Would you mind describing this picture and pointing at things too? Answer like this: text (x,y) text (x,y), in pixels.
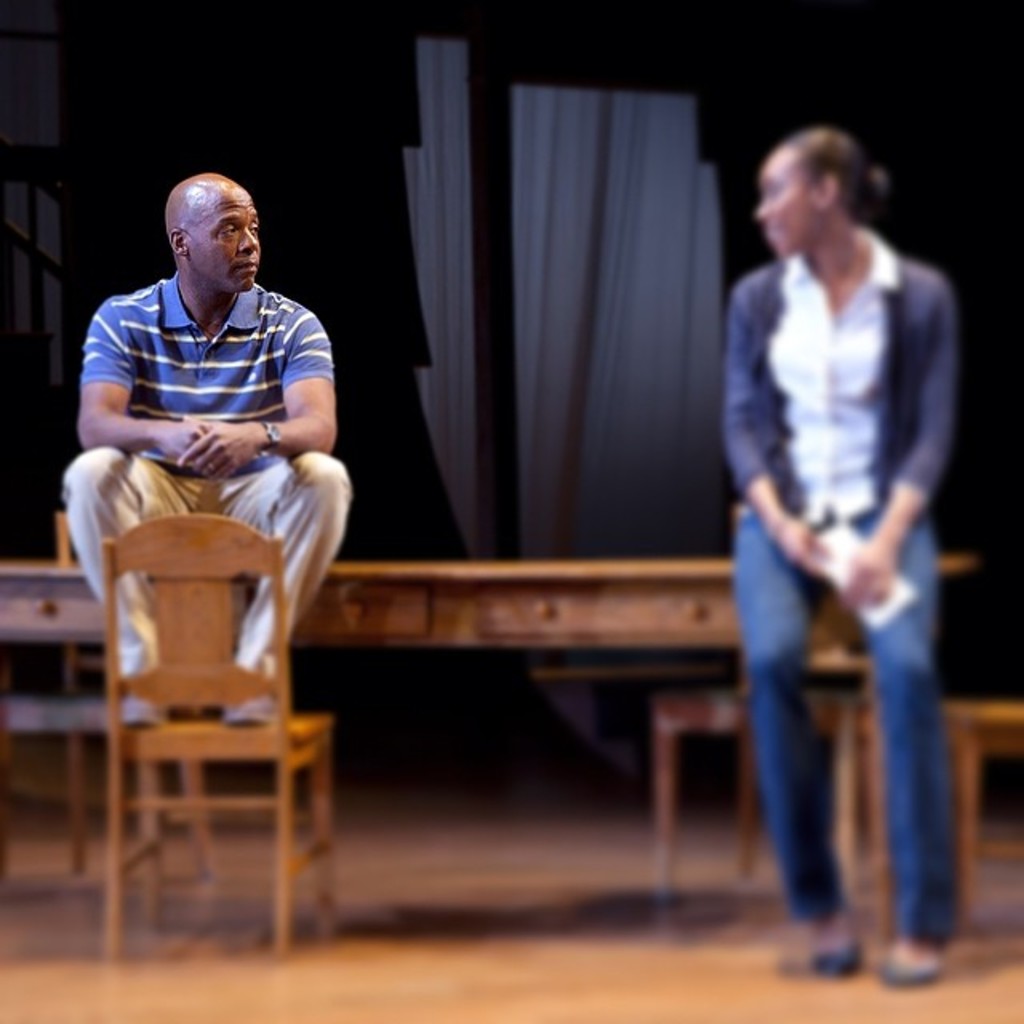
In this image I can see two people (842,329) sitting on the table (374,589).
